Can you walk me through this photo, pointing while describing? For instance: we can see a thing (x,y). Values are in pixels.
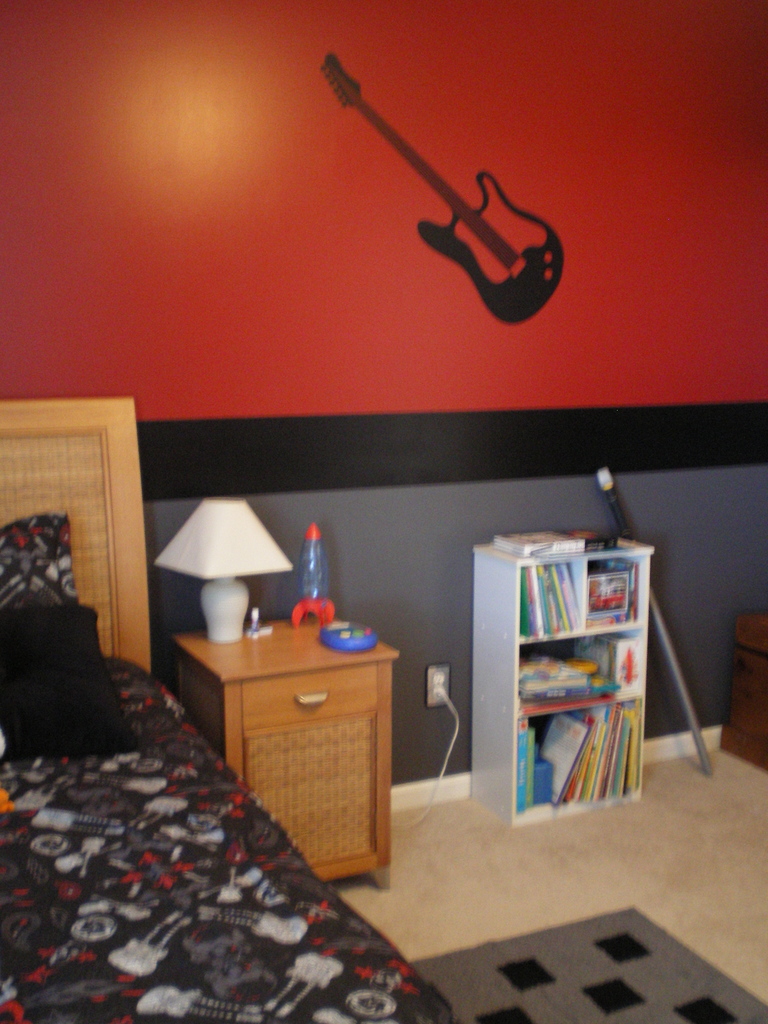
In this picture we can see the inside view of a room (437,784). This is bed (76,822) and there is a table (312,860). On the table (281,663) there is a lamp (234,605). This is the rack (643,685), there are some books (575,721) in that. This is the floor (665,892). And on the background (574,257) we can see the red colored wall (239,292) and there is a painting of guitar (519,296).
